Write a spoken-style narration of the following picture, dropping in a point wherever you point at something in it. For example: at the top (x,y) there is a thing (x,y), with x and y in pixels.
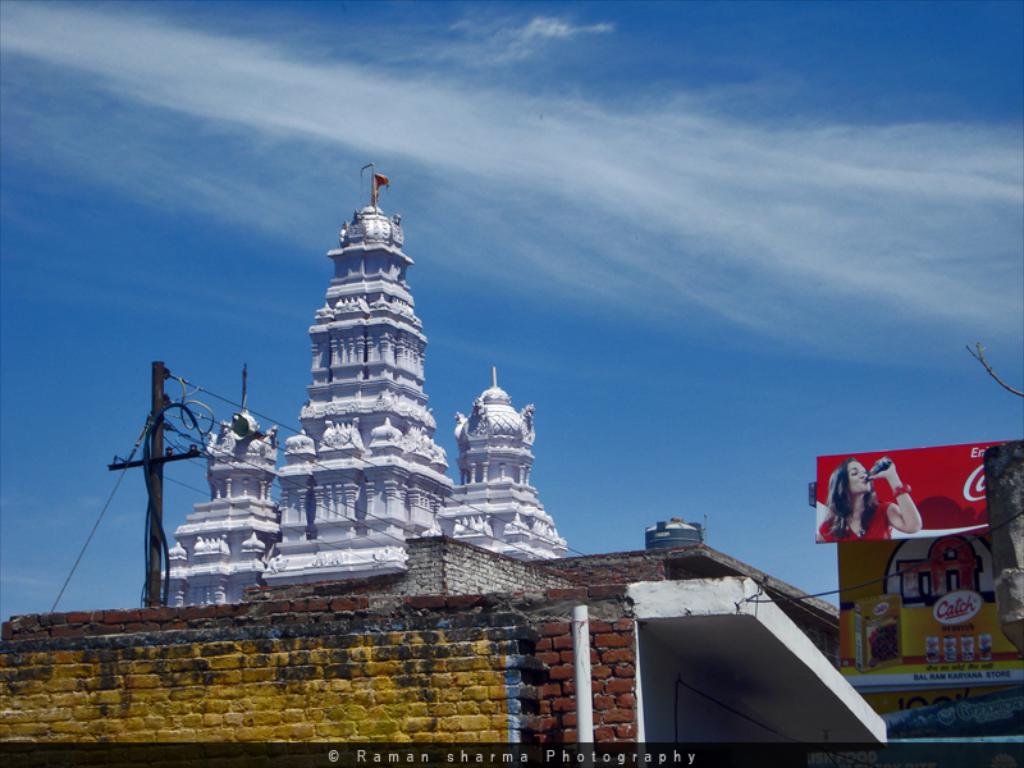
In this image I can see a building (394,474) in white color. I can see the brick wall (254,622), current poles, water tank (691,533), wires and banners (964,541). The sky (827,376) is in blue color.
